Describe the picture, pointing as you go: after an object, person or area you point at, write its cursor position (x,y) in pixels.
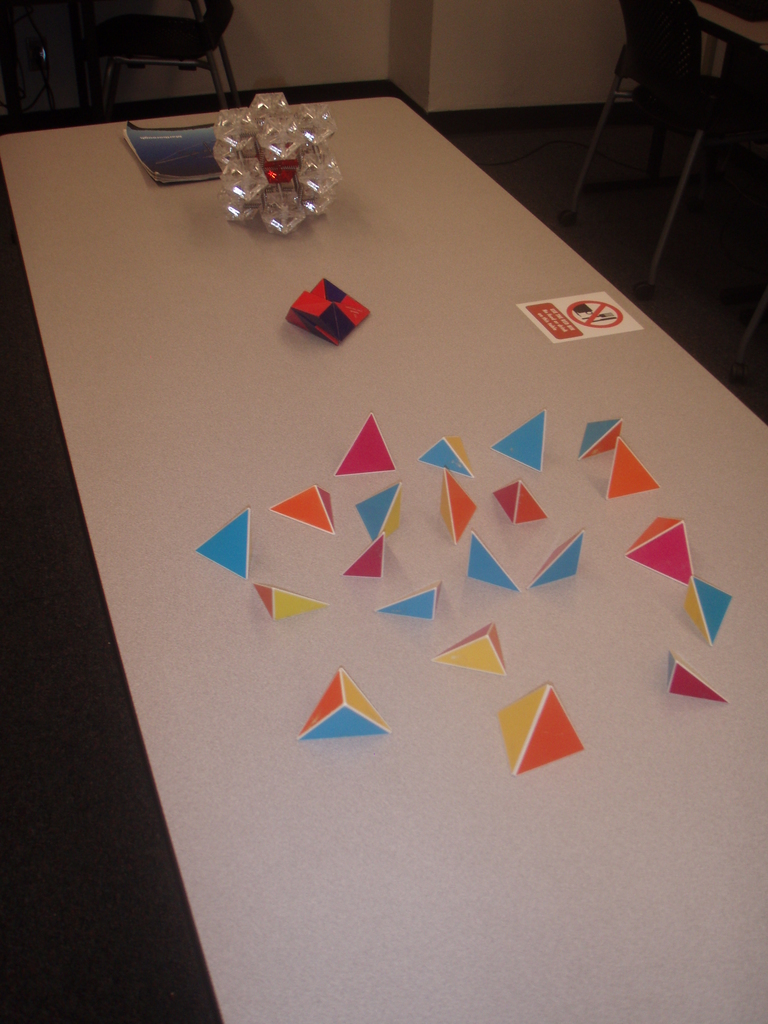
In the image we can see a table (235,336), white in color. On the table (127,288) we can see there are few objects (325,152) and a book (190,150). Here we can see the chairs (192,60), floor (524,145) and the wall (517,69).
